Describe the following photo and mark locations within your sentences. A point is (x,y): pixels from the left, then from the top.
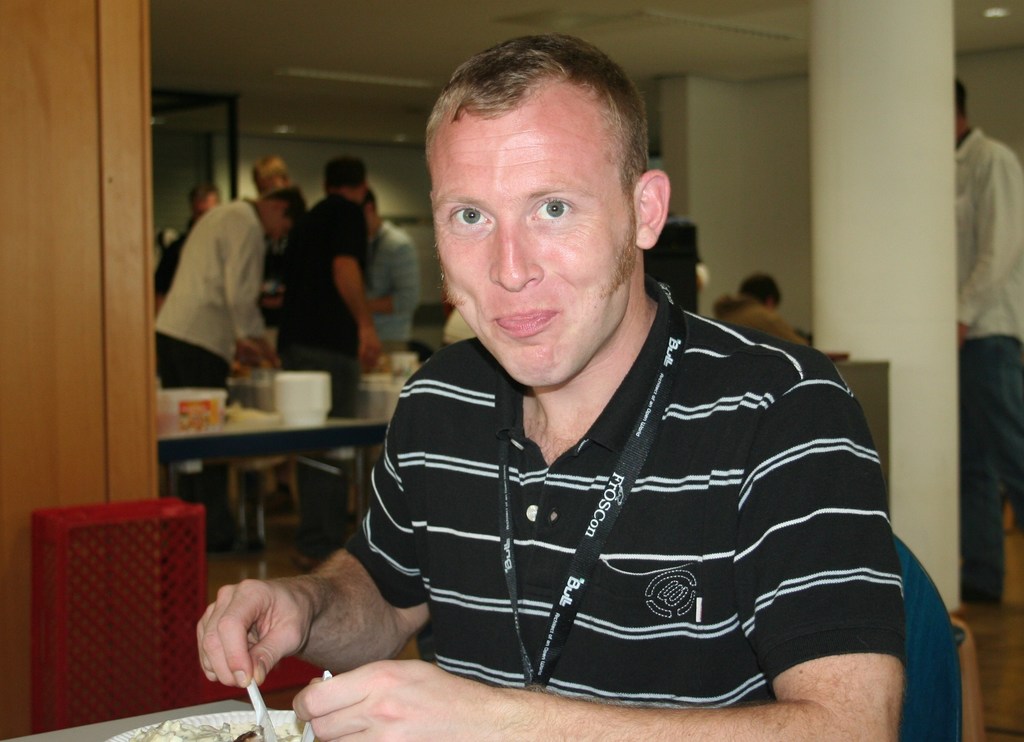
Here in this picture we can see a person (526,334) sitting on chair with table (67,732) in front of him having a plate (198,722) with food (175,724) on it and we can see he is holding spoons (252,685) in his hands (261,671) and wearing ID card (678,337) and smiling and behind him we can see table (331,423) with number of bowls (320,397) and other things (185,400) present on it and we can also see other people (272,303) standing and sitting on chairs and on the right side (856,302) we can see a pillar (925,160) present.
